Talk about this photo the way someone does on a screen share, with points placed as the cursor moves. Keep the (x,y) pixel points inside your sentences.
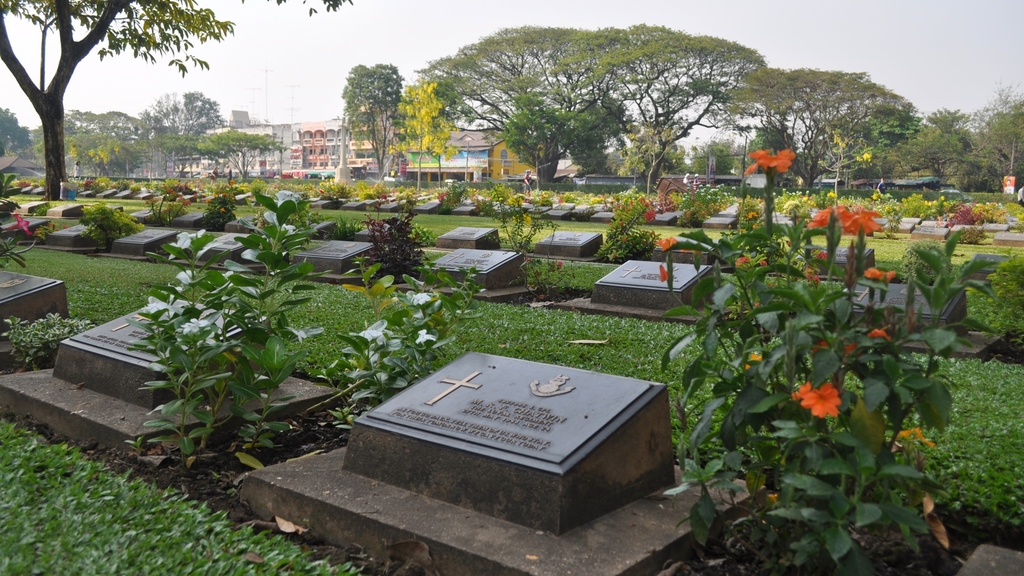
In this picture I can observe a graveyard (103,298). I can observe gravestones (606,296) in the middle of the picture (661,291). I can observe some plants (263,271) and flowers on the ground (610,317). In the background (49,126) there are trees (479,118) and buildings (313,147). I can observe sky (296,46) in the background (634,20).
